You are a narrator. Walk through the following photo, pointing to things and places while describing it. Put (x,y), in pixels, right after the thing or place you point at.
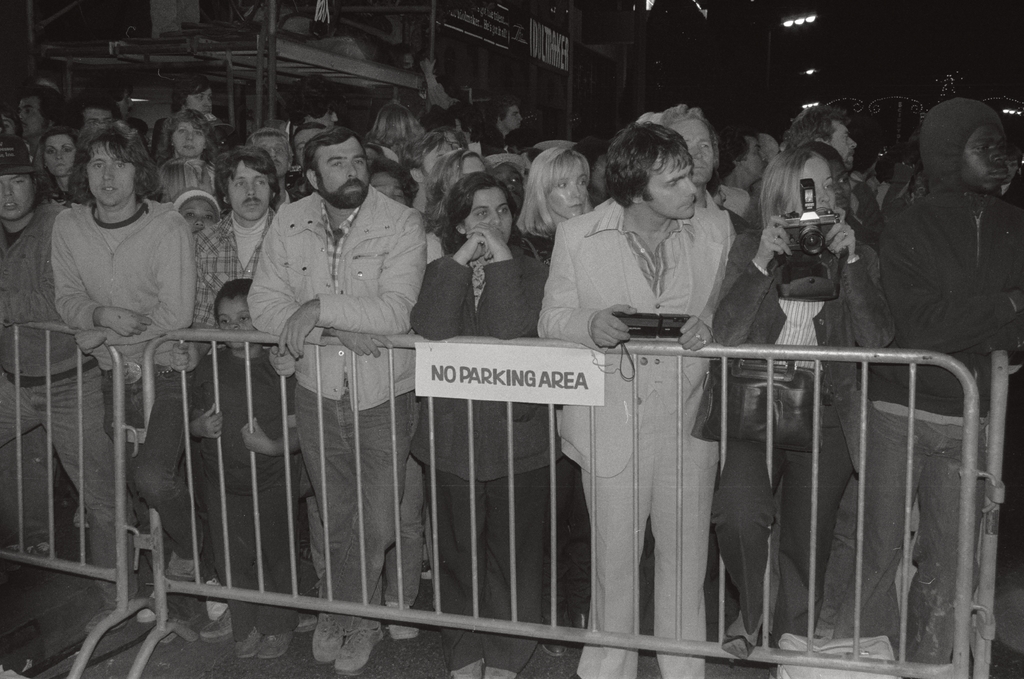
In this image we can see black and white picture of a group of persons (737,299) standing on the floor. One woman (820,398) is wearing bag (777,362) and holding a camera (824,227) in her hand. One person (679,200) is holding an object (637,315) in his hands (687,341). In the foreground of the image (462,554) we can see a board (482,370) with some text (499,369) on a barricade (508,454). In the background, we can see a group of poles (359,81) and some lights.
